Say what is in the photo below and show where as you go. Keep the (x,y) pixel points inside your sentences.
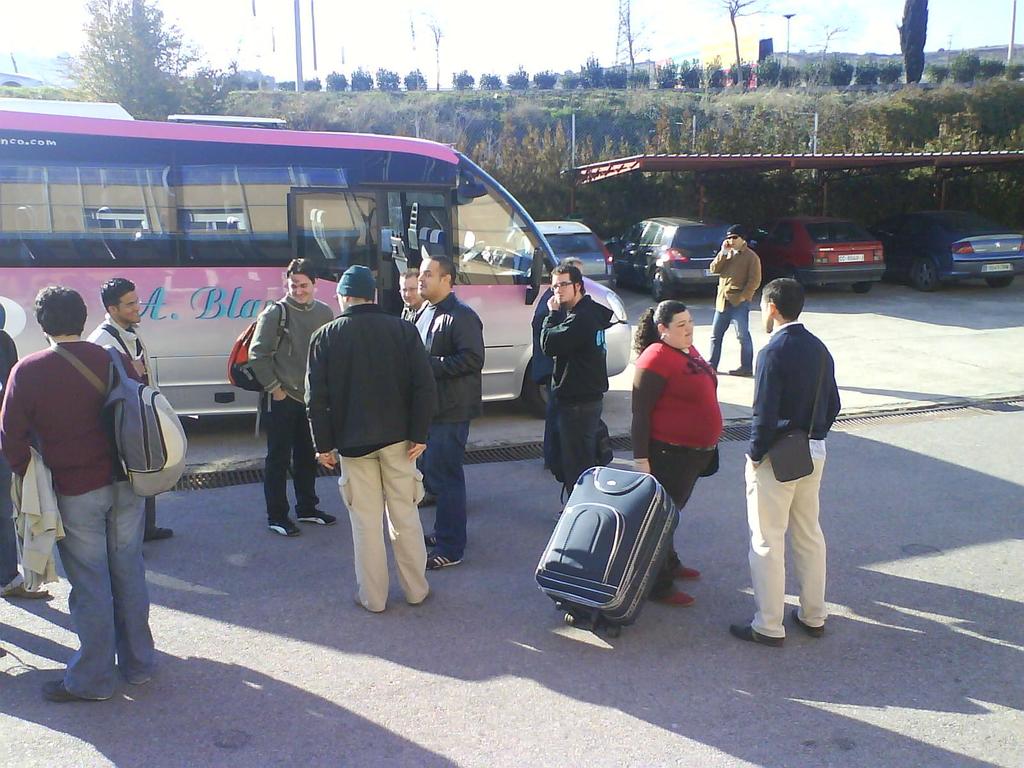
There are people (458,544) standing and this woman (713,384) holding a luggage bag (602,482) and these two people (89,412) wore bags (249,335) and this man (742,233) walking. We can see bus (305,153). In the background (807,192) we can see cars (809,225) parking on surface (738,354), shed (1015,153), trees (139,46), plants (348,98) and sky (580,46).
